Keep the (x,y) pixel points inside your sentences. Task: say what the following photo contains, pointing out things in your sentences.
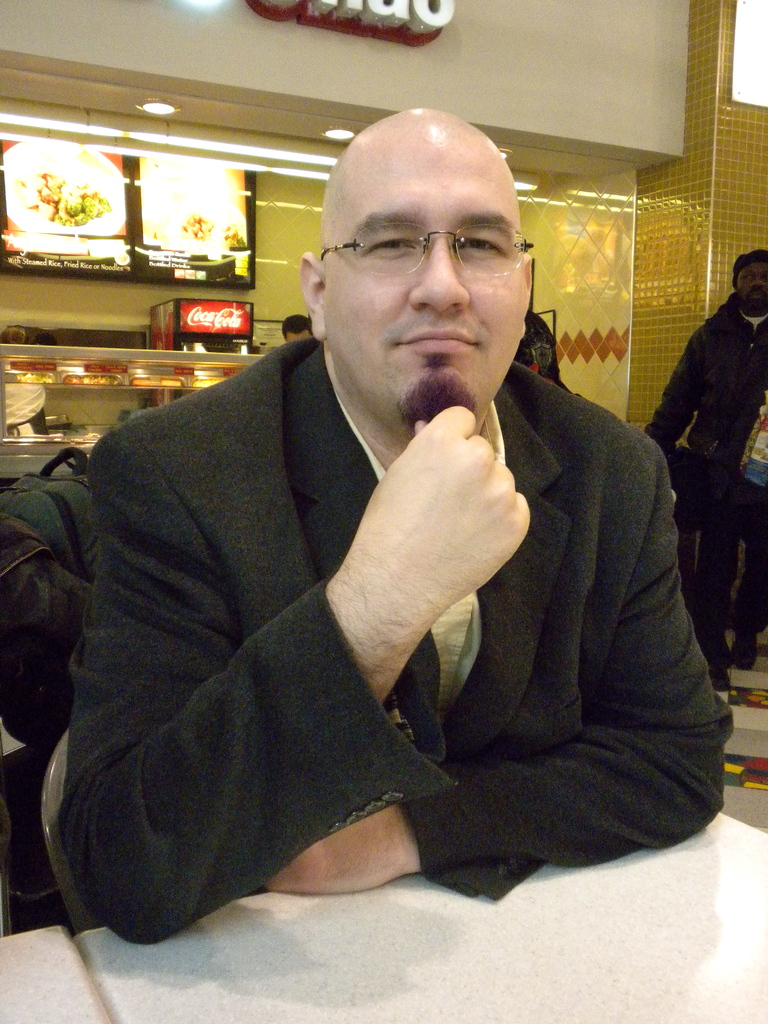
In this picture we can see a man (471,651) is sitting on a chair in front of a table (372,917), on the right side (718,431) we can see another person (741,390), in the background (92,242) there is a screen (108,247), a refrigerator (209,311) and lights (331,133), there is some text (398,19) at the top of the picture (277,13).
